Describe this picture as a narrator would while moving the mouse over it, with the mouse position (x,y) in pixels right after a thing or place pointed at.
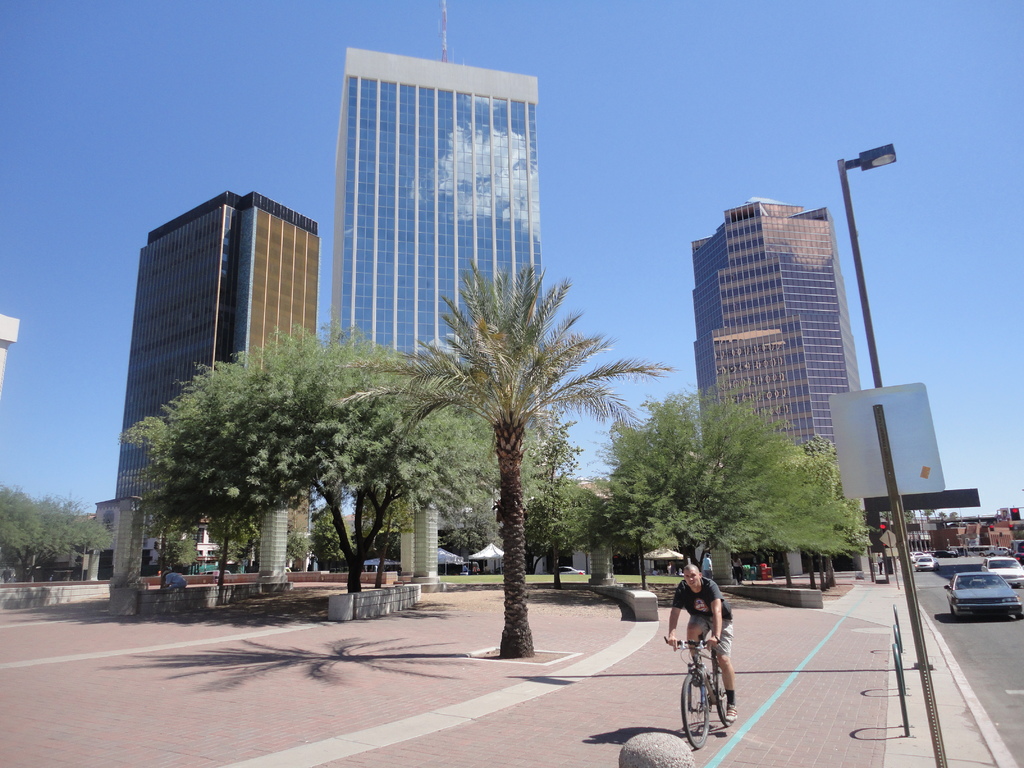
In this picture I can observe a person (699,589) cycling a bicycle (698,650) on the land (774,625). On the right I can observe a road (940,594) on which some cars (967,592) are moving. There is a pole (857,249) to which a light (878,160) was fixed on the right side (842,174). There are some trees (428,464) in the middle of the picture (443,420). In the background (292,276) there are buildings (479,177) and sky (296,113).
